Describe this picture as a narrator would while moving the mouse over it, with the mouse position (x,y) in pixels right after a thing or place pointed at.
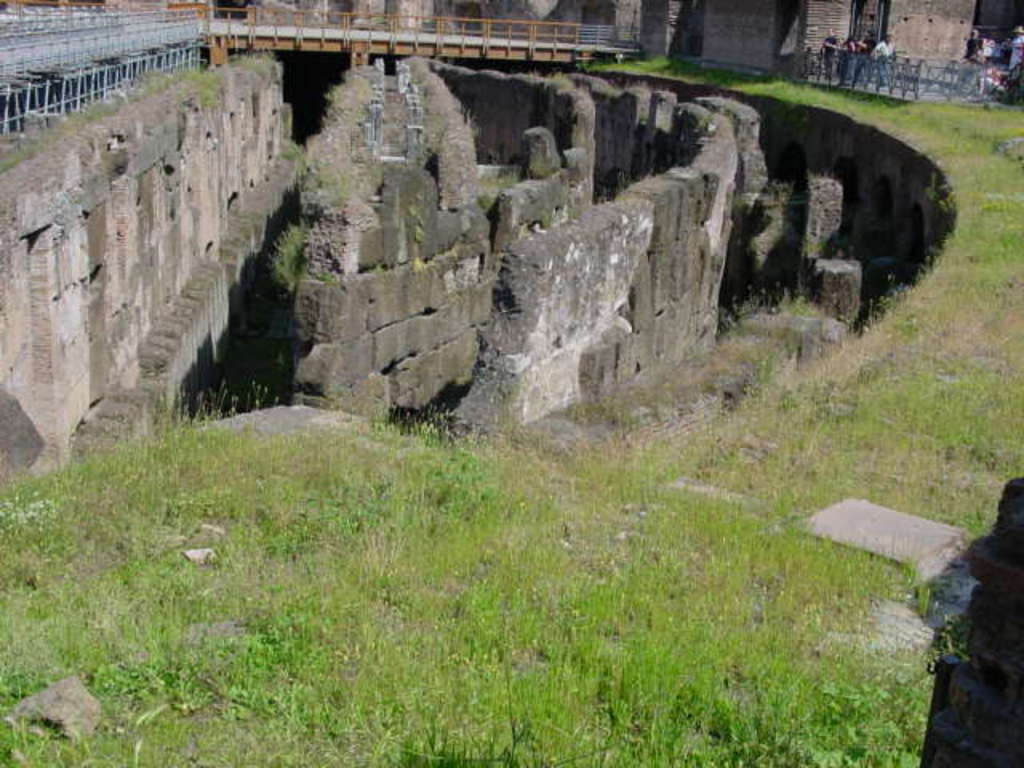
In this image in the front (541,566) there's grass (602,593) on the ground (505,598). In the center (575,324) there are walls (386,224). In the background (273,41) there is a bridge (365,51) and on the right side (875,51) there are persons (875,51) standing and there is a wall (894,21).
